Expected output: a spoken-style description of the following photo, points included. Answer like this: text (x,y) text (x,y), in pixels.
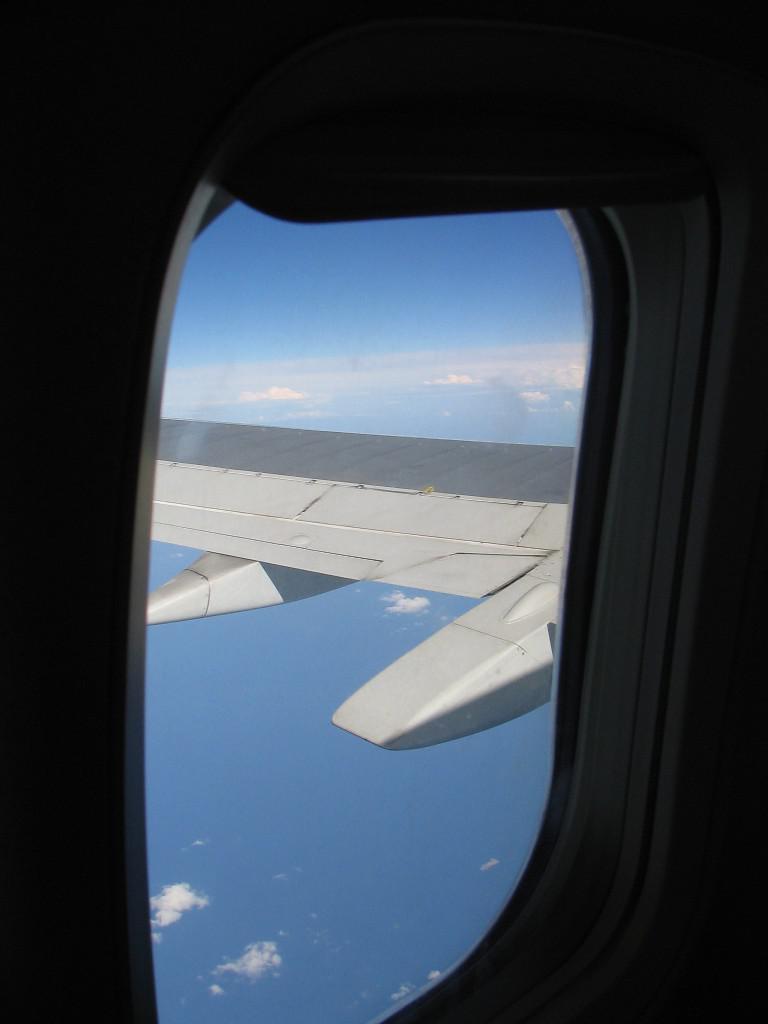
In this image we can see window (609,566) of a flight (523,570). Through the window (390,882) we can see the wing (331,532) of the flight (558,619). And there is sky (352,820) with clouds (263,947).
